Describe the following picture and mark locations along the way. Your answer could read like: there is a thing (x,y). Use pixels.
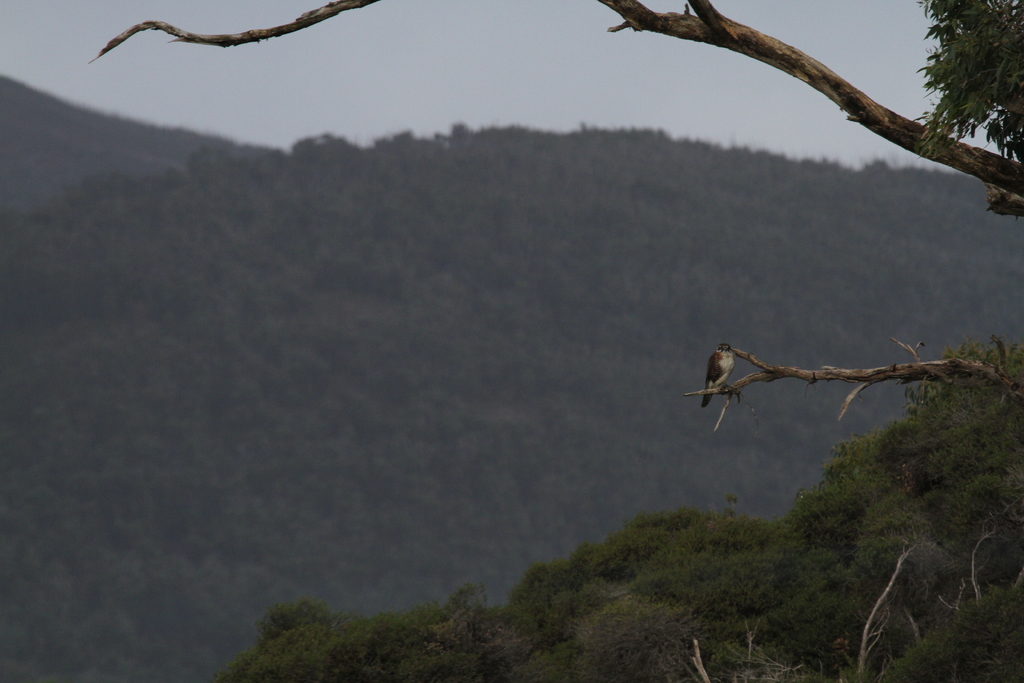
In the image there is a bird (723,374) standing on a branch (821,371) on the right side (723,355), there is hill (312,339) with trees (529,468) all over it and above its sky (412,91).
